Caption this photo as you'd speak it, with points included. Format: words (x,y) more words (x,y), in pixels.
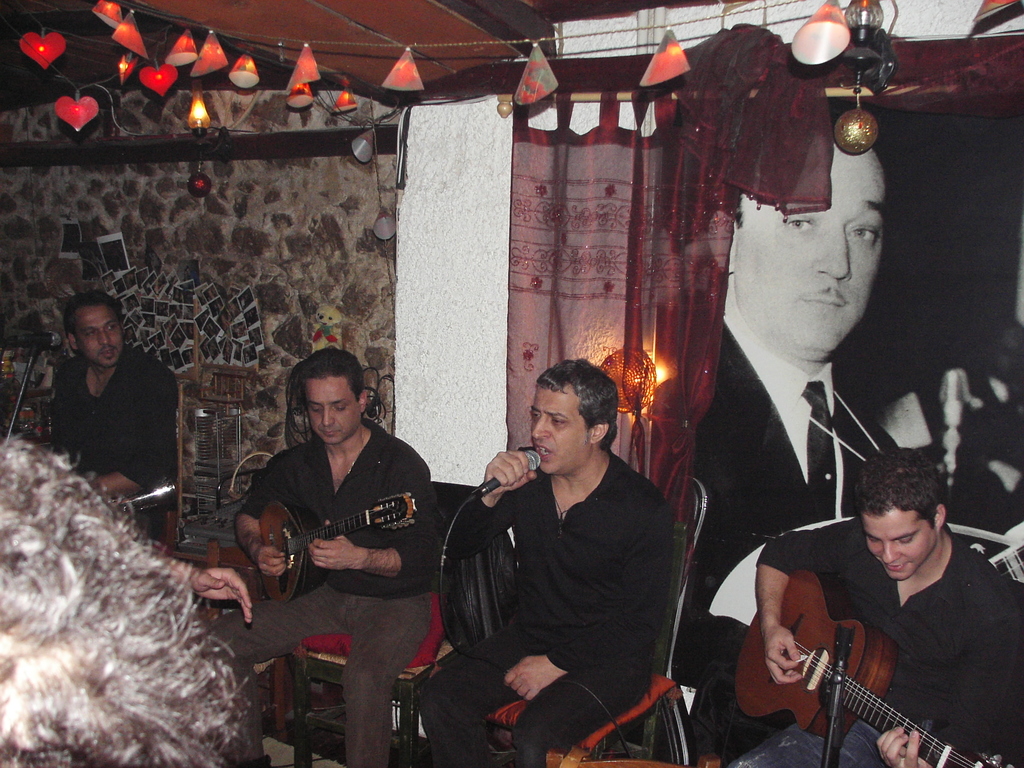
As we can see in the image there is a banner (877,243), cloth (596,262), lights (304,52), few people (1015,625) sitting on chairs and the man (376,484) on the left (298,580) and in the right (751,752) are holding guitars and the person (535,503) who is sitting over here is talking on mic (528,458).
